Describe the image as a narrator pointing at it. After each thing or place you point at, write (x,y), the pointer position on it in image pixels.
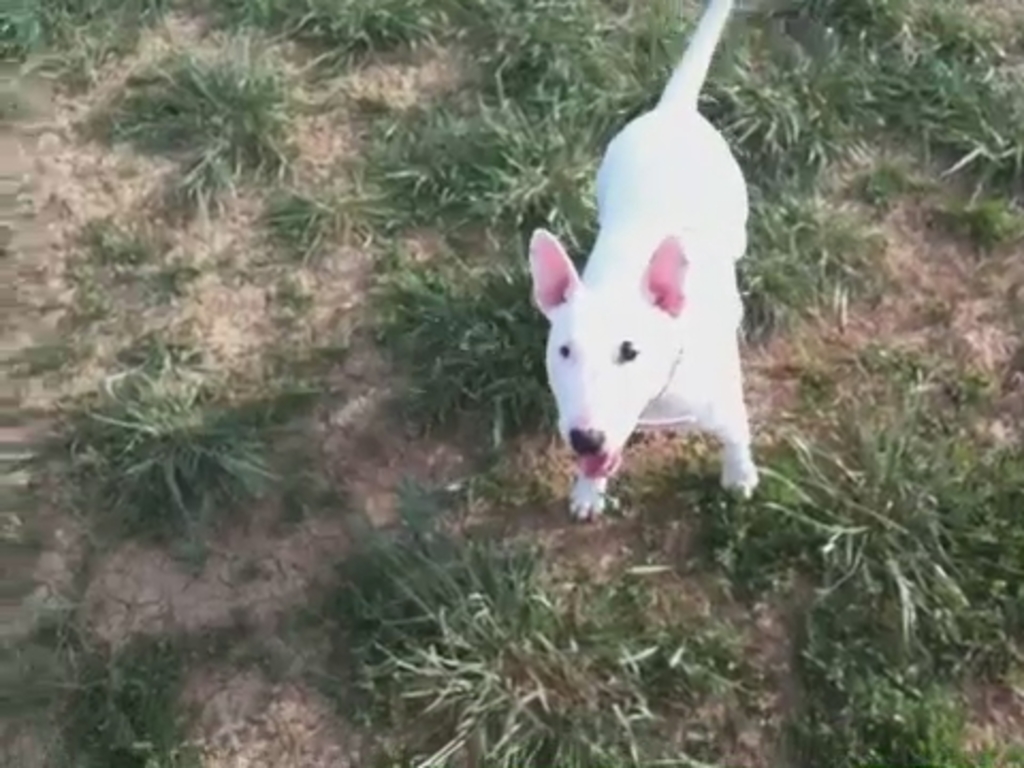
In this image, I can see a dog (690,265) and there is the grass (500,302) on the ground (422,485).
